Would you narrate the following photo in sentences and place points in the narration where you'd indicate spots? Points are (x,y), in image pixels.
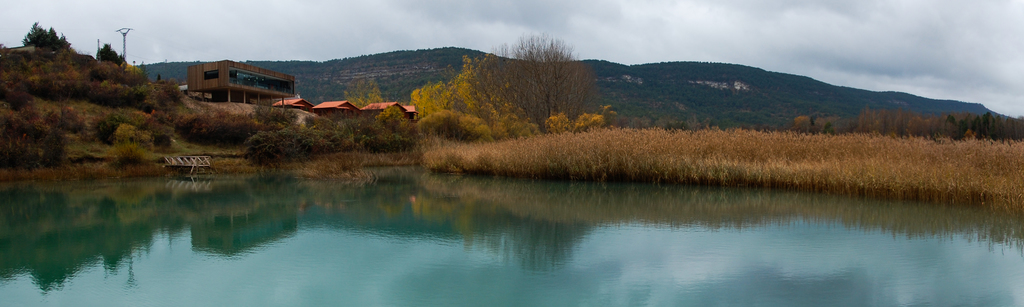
In this image, we can see some trees (488,97) and plants (351,133). There is a lake (525,208) at the bottom of the image (503,259). There are hills (394,83) in the middle of the image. There is a building (245,78) and some roof houses (343,108) on the hill (175,114). There is a sky (414,17) at the top of the image (552,13).
